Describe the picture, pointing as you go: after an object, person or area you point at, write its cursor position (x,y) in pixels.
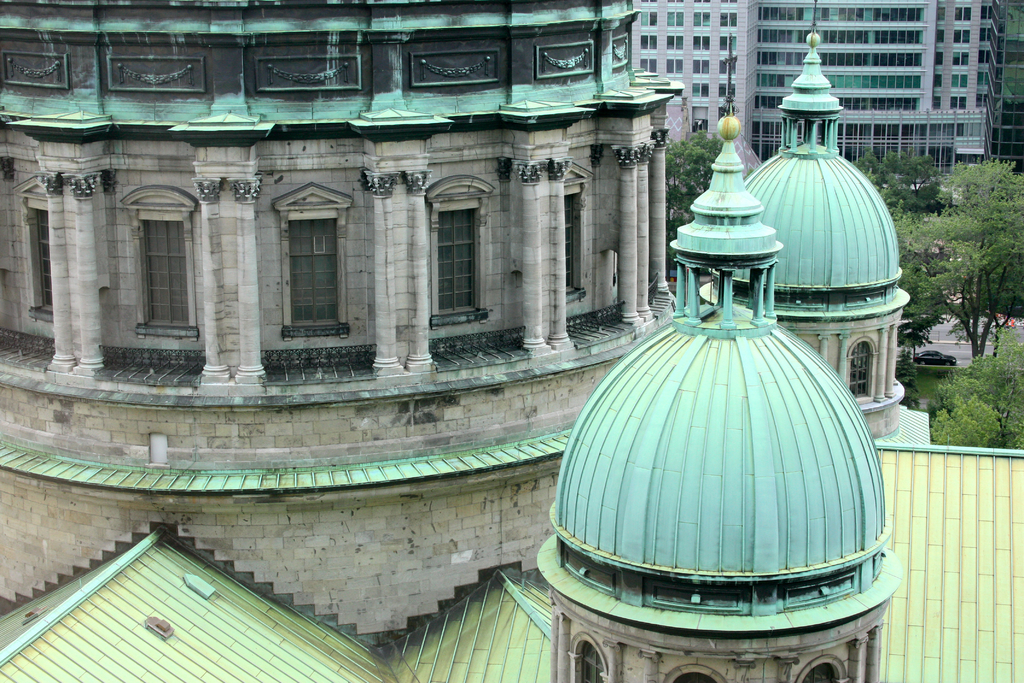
In this image there are buildings (636,333) and trees (937,304) and there is a car (947,357) passing on the road (970,357).
